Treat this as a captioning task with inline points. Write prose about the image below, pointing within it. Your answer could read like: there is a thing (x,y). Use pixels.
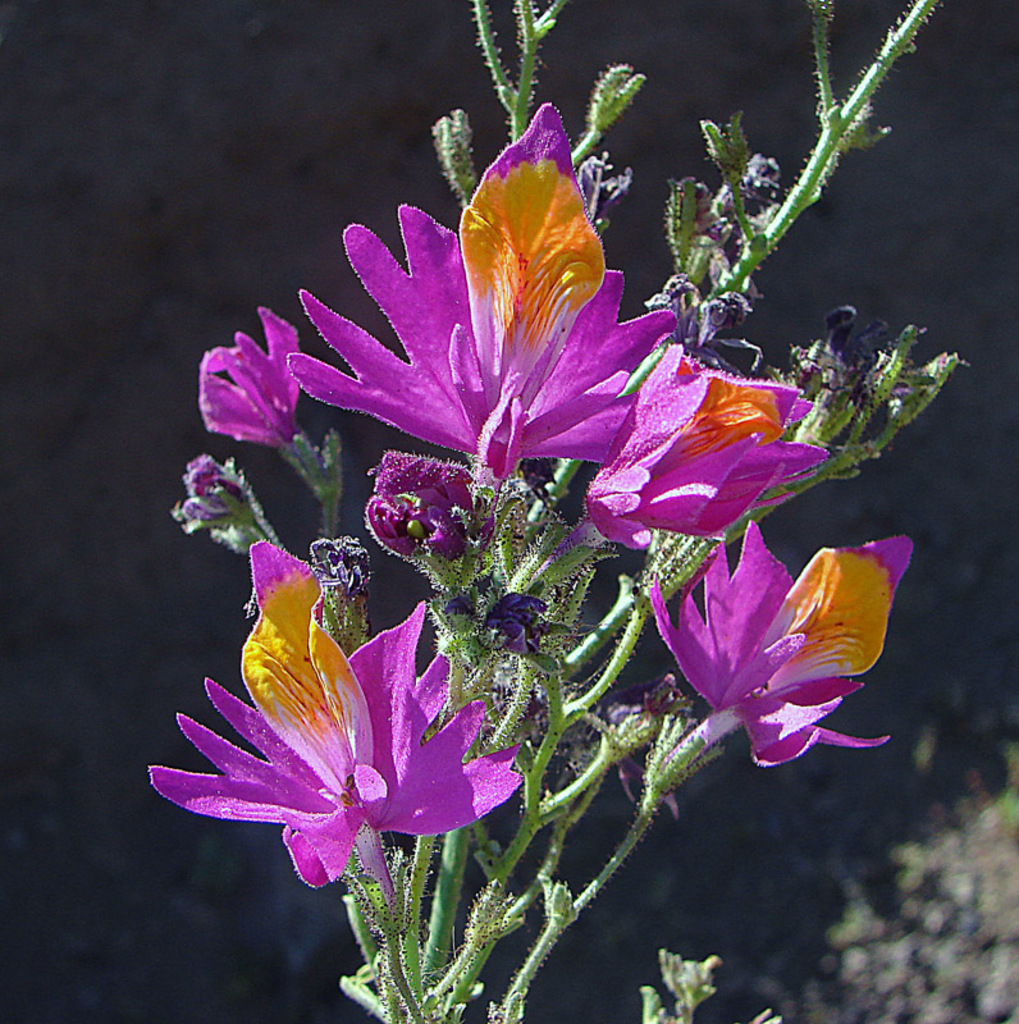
In this image in the front (465,684) there are flowers (424,695) and the background (13,934) is blurry.
